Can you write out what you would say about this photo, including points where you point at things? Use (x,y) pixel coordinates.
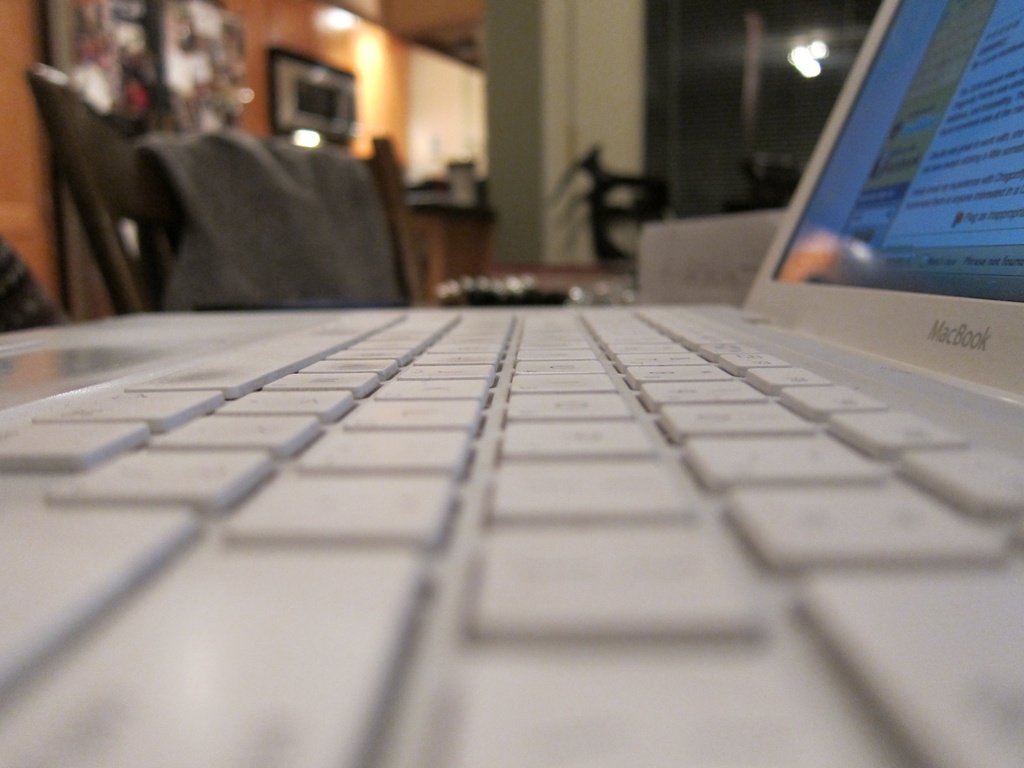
In this image, we can see a laptop (310,648) and a chair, we can see the wall (572,79). We can see a window (770,79).
